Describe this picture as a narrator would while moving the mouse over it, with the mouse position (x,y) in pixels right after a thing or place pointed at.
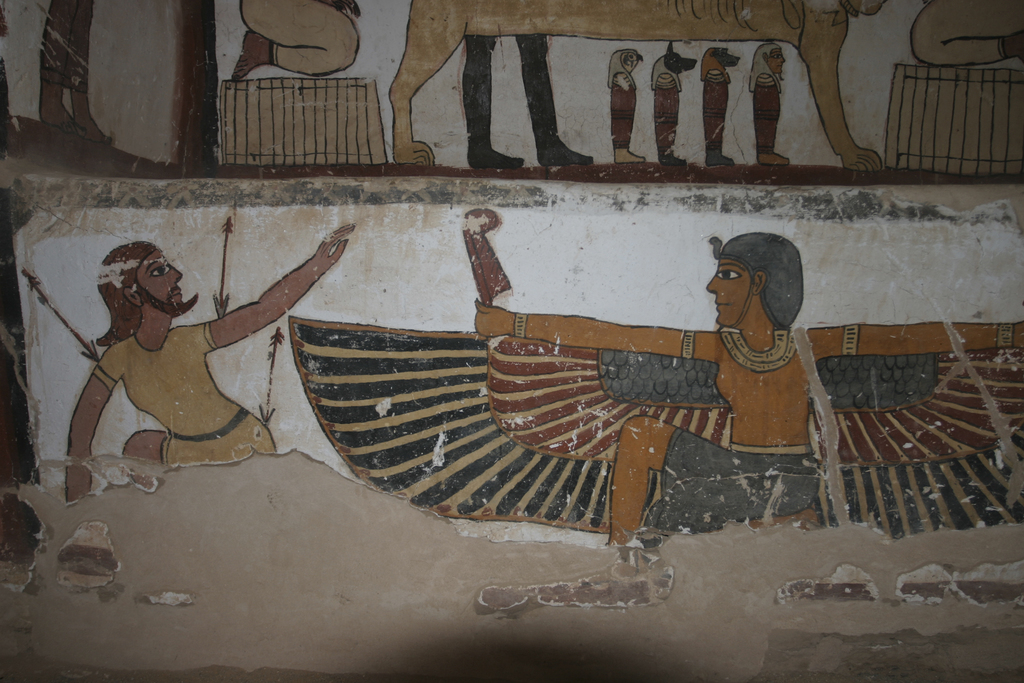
In this image we can see some painting (490,382) on the wall (567,318).
